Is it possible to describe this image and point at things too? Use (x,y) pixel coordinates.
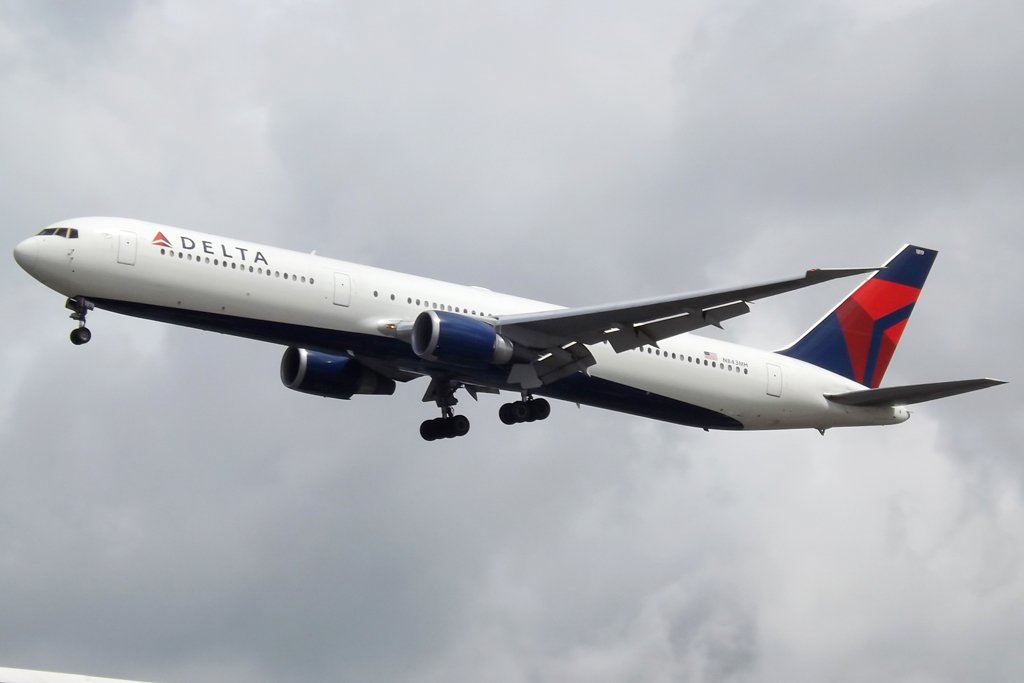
In this picture I can see an airplane (429,341) flying in the sky (267,536).
